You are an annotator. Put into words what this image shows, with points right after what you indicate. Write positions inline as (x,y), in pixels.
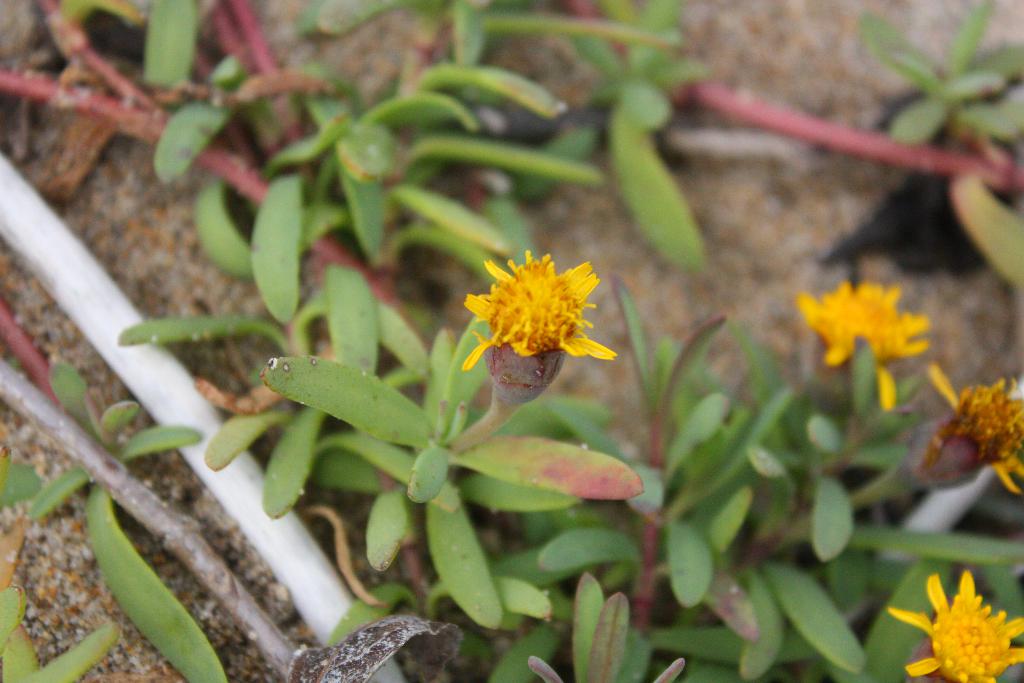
In this image I can see few flowers (968,594) in yellow color, background (898,660) I can see plants (464,253) in green color and I can also see few pipes (206,431).
